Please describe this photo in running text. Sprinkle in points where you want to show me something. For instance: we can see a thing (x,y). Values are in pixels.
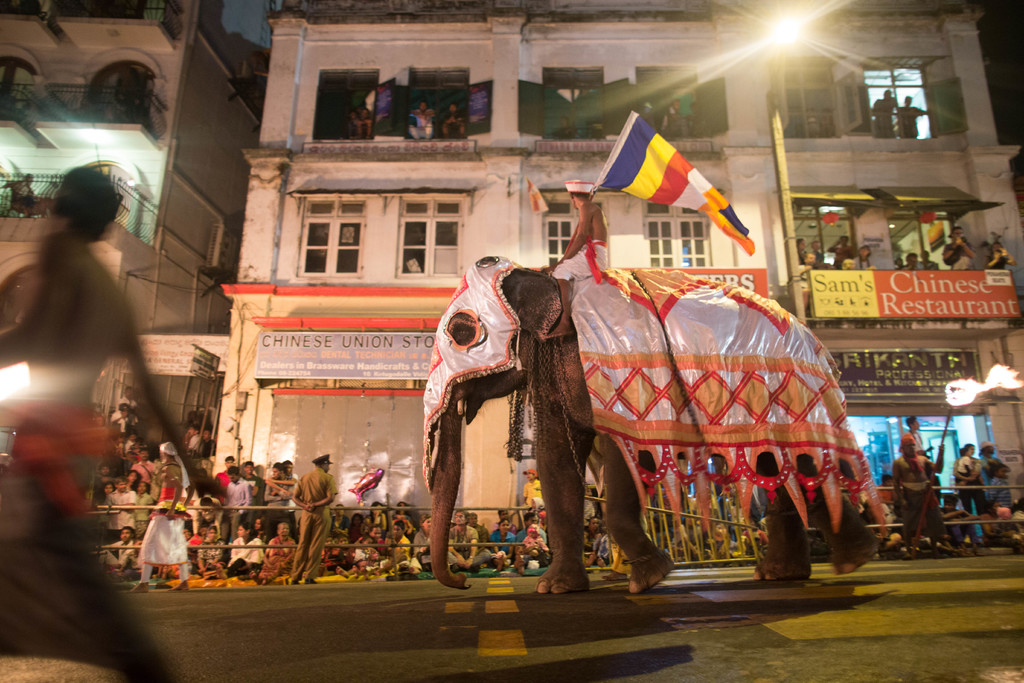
In this picture a guy (598,217) is sitting on an elephant (572,483) and a flag (602,183) is in his hands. In the background (129,502) we observe many spectators (267,529) sitting on the floor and a white building (764,200) in the background (754,178). There are also spectators (421,136) viewing from the building (810,115).
